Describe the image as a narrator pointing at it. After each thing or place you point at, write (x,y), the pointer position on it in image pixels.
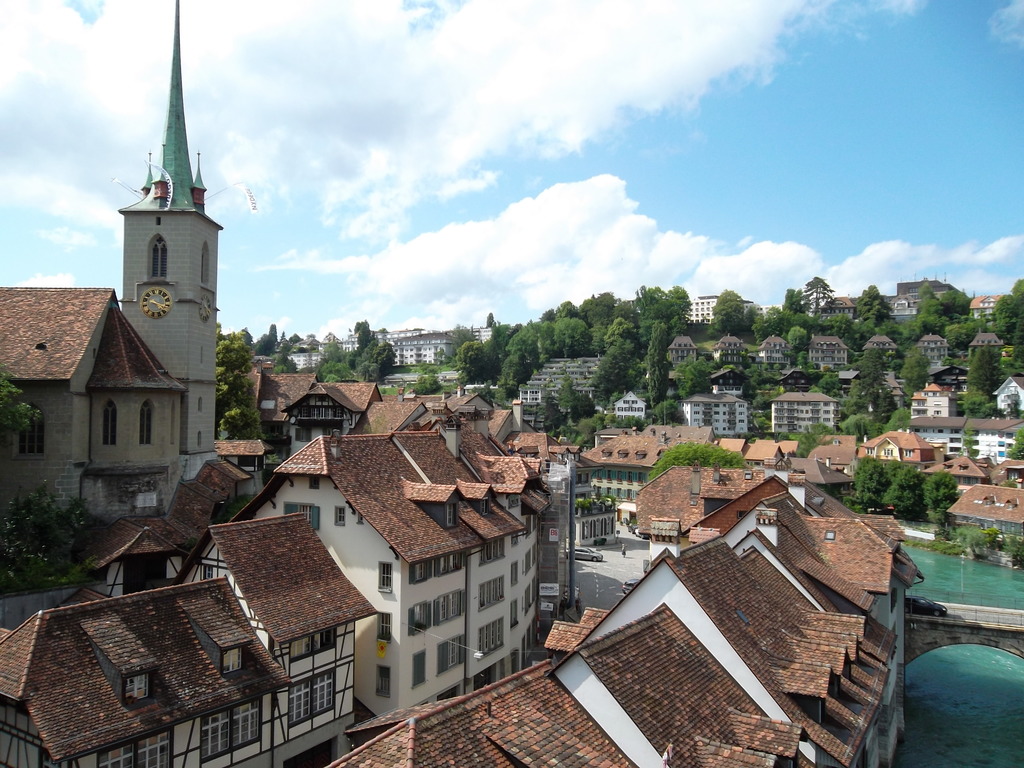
In this image there is the sky (512,106) towards the top of the image (500,131), there are clouds (590,136) in the sky (573,151), there are trees (599,342), there are buildings (517,472), there are walls (359,568), there are windows (416,574), there is water (973,652) towards the right of the image (987,656), there is a road (616,578), there are vehicles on the road (581,562).
